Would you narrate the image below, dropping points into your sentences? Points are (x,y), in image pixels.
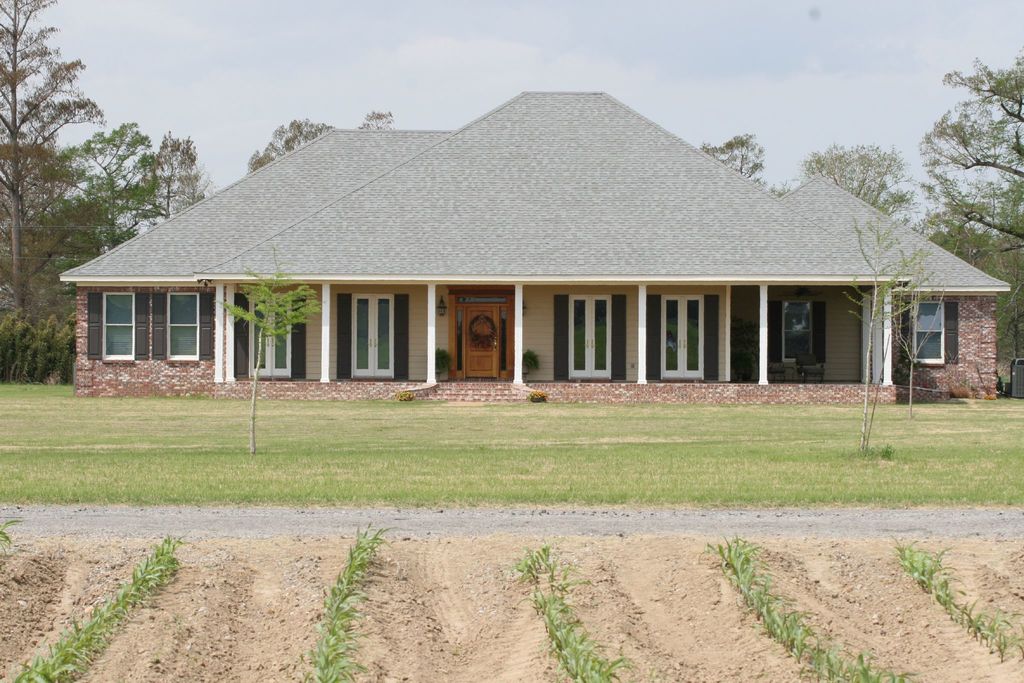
In this image we can see grass (749,482), house (296,224), plants (7,342), trees (167,193) and cloudy sky (399,52).
